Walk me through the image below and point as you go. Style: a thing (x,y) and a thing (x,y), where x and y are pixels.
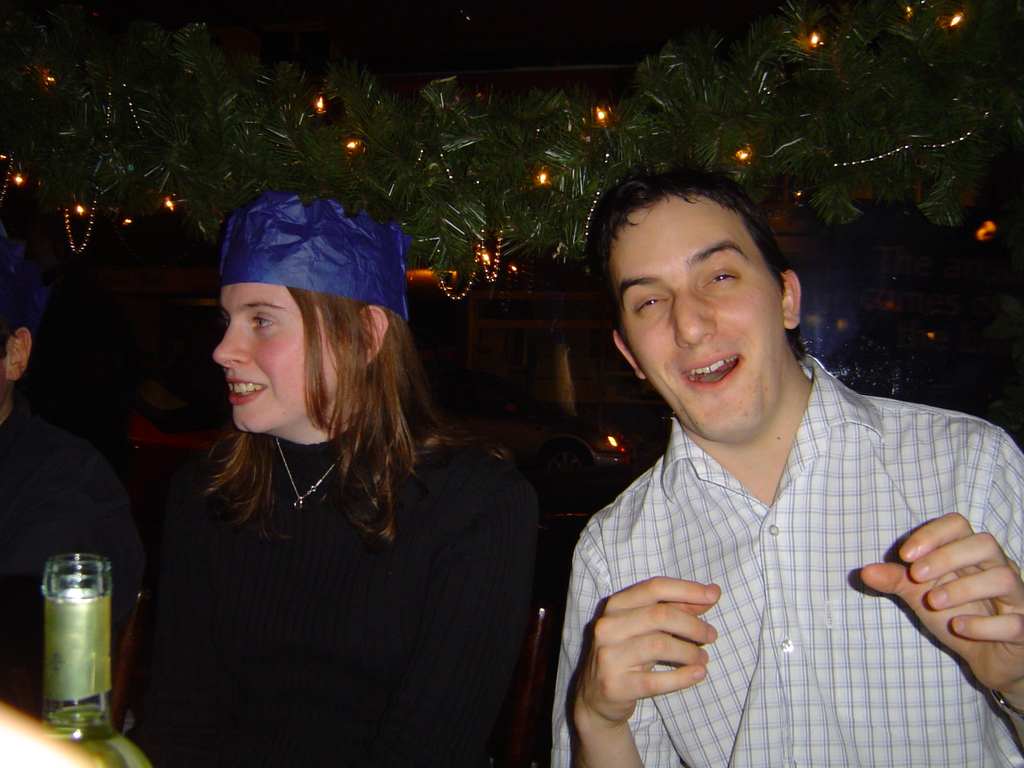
In this picture we can see a man (744,650) wearing a white color shirt (760,554), smiling and giving a pose. Beside there is a woman (352,522) wearing black t-shirt (417,747) and blue cap (331,265) is looking on the left side (289,223). Behind we can see the trees (192,151) with decorative lights (350,153).
